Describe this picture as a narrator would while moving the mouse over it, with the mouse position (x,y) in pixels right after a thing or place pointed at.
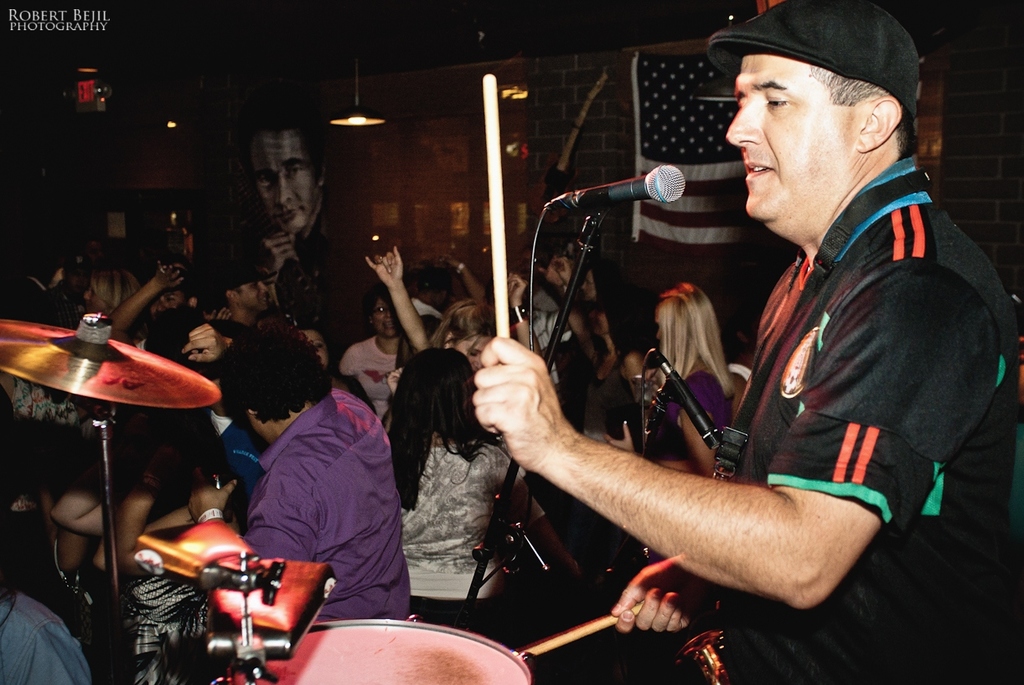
In this picture we can see man (957,649) who is playing drums (477,658). This is mike (631,186). Here we can see some musical instruments (419,667). And there is a light (355,89).
